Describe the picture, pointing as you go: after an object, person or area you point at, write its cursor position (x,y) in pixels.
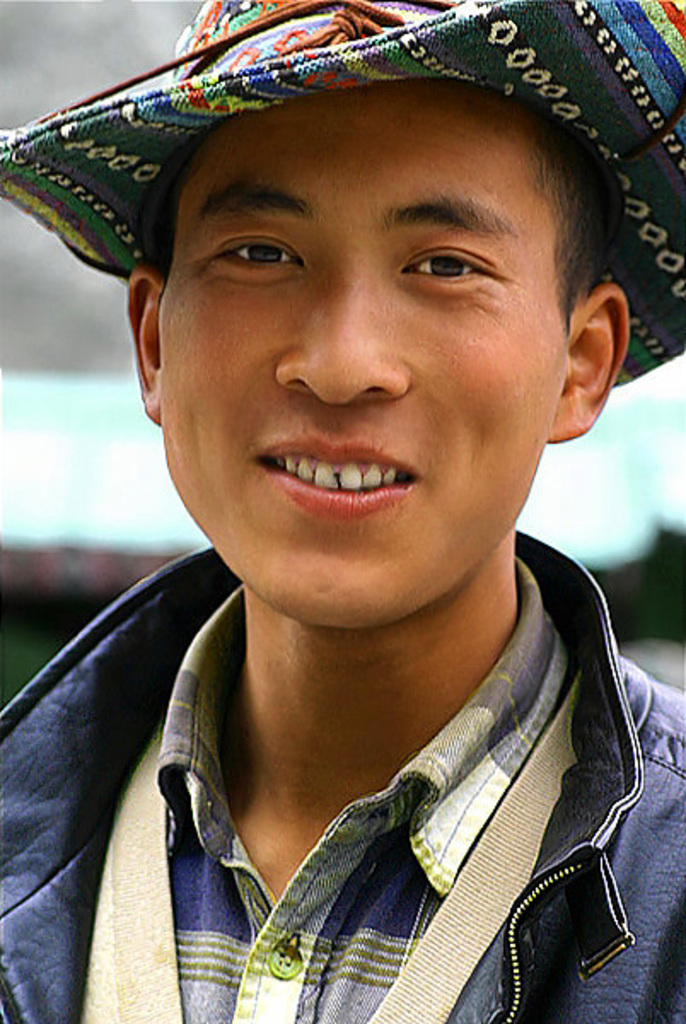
This picture shows a man (378,325) standing with a smile (328,494) on his Face (462,217) and he wore a hat (239,71) on his head (199,203) and a jacket (606,808).
